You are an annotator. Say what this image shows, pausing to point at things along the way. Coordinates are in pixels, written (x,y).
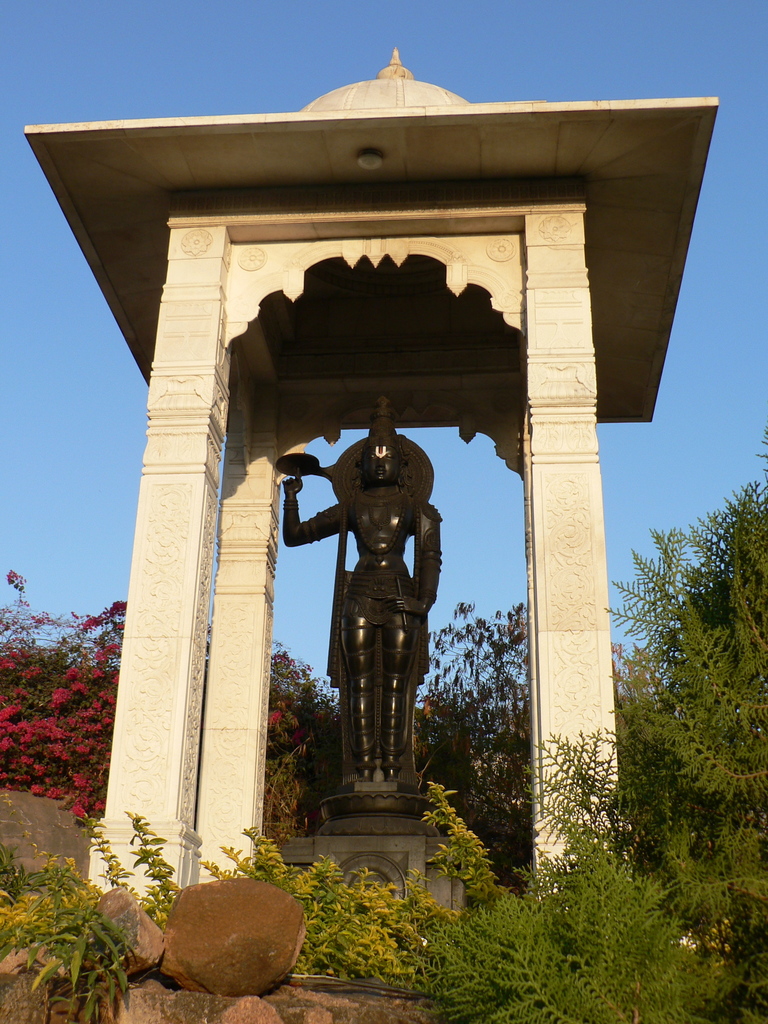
In this image, we can see a statue (412,774), pillars (152,531), plants (57,879), stones (235,1000) and trees (484,714). Background (217,11) there is a sky (31,195).
